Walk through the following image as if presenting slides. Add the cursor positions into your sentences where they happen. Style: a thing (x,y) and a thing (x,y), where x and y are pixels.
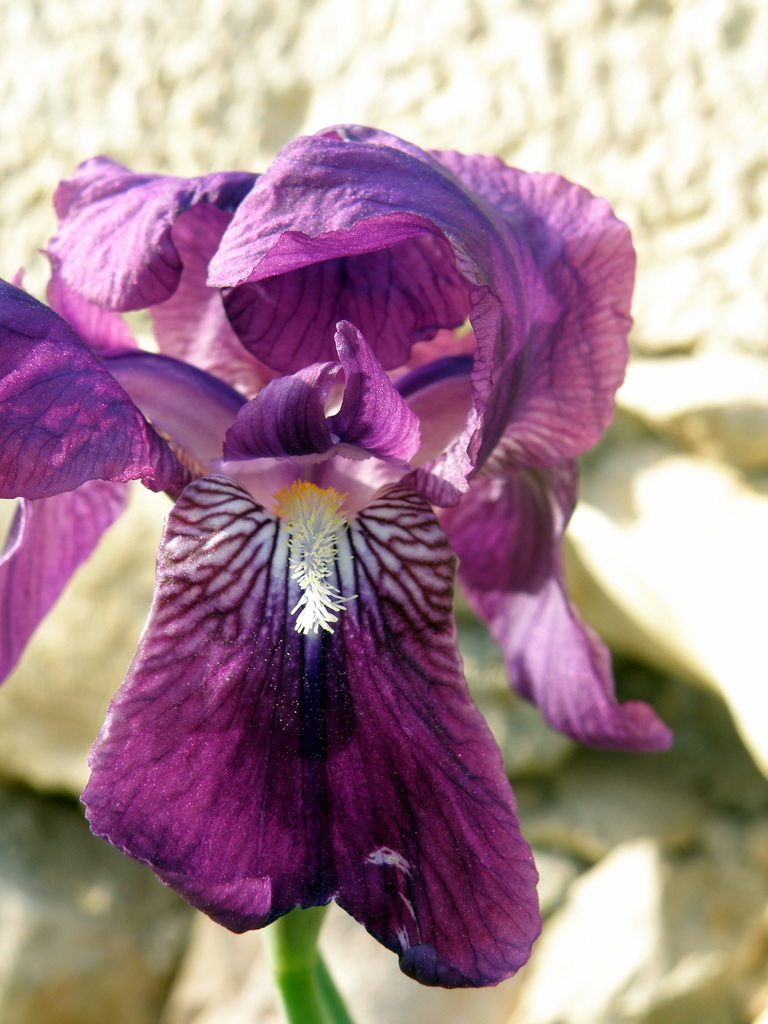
In this picture I can see there is a violet flower (306,436) and it has few petals (280,584) and a stem (303,993), the backdrop (330,11) is blurred.
